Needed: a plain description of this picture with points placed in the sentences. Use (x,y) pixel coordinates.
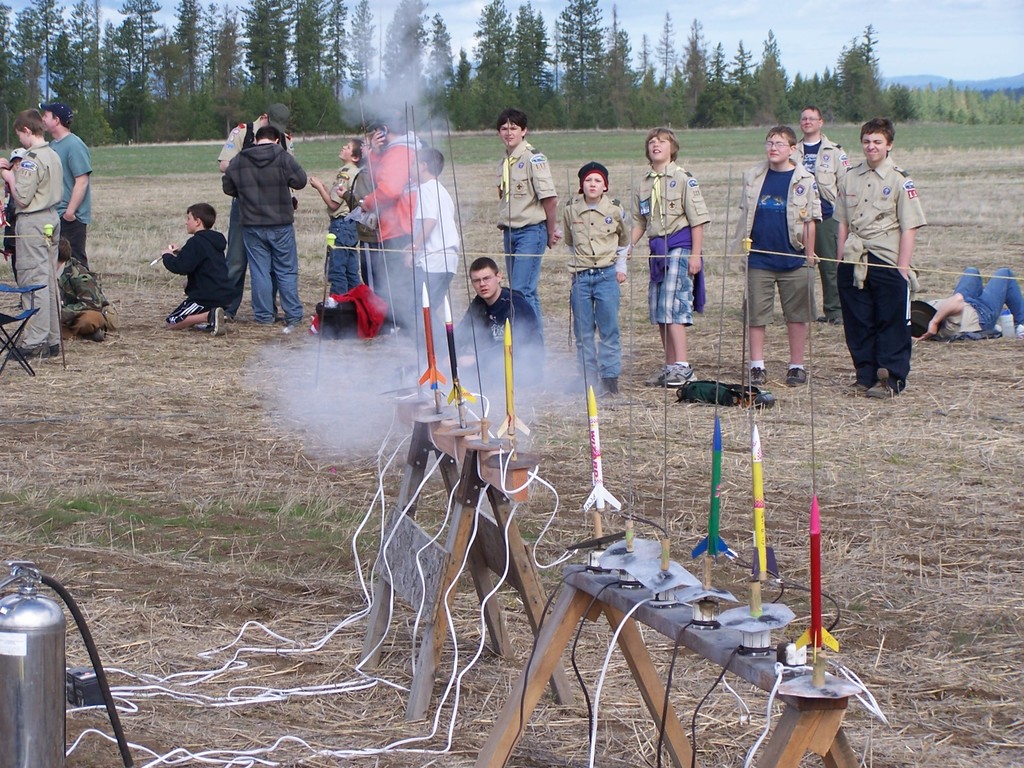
In this picture we can see a group of people (872,309) standing on the ground (820,367) where some are sitting, chair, toy rockets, trees (98,61) and in the background (944,19) we can see the sky (725,22) with clouds (710,19).
